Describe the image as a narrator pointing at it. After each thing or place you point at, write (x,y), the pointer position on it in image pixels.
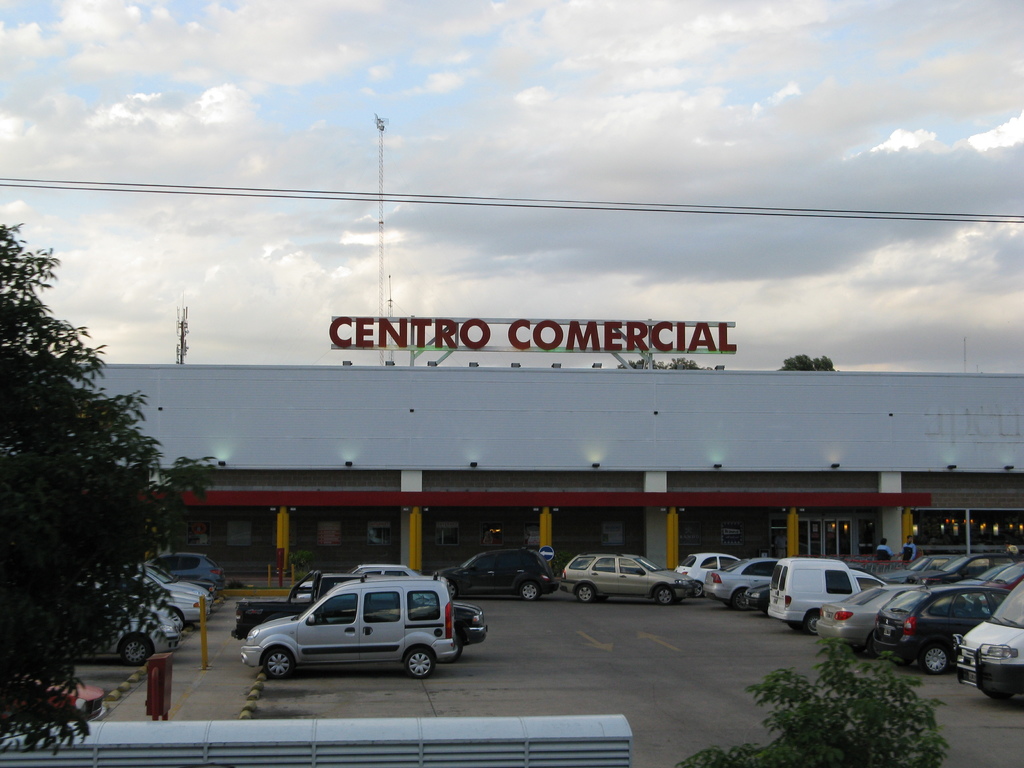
At the bottom (277,649) there are vehicles (74,703) on the road (105,659), trees (66,683), poles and objects (285,729). In the background (343,508) there is a building (380,459), lights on the wall (349,549), glass doors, name board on the building (536,435), trees (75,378), tower (181,311), poles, wires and clouds (215,248) in the sky (212,229).
